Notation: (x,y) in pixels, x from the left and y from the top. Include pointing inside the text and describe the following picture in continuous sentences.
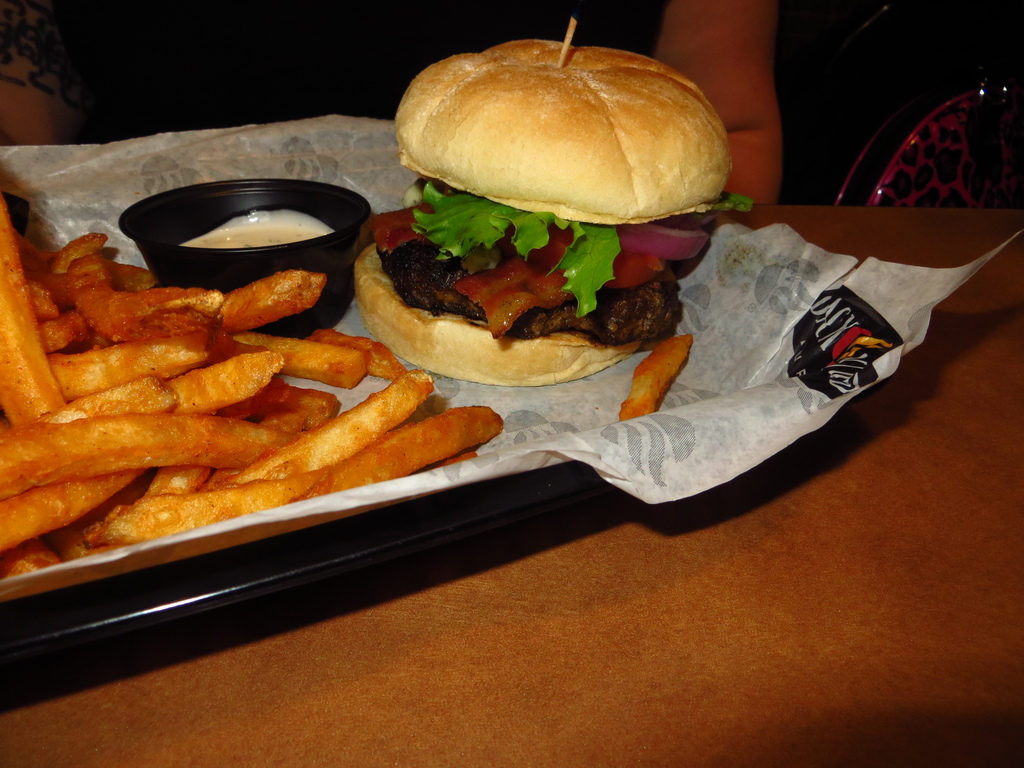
In this image there is a table (837,458), on that table (349,636) there is a plate (741,427), in that plate (54,562) there are food items (272,347).
